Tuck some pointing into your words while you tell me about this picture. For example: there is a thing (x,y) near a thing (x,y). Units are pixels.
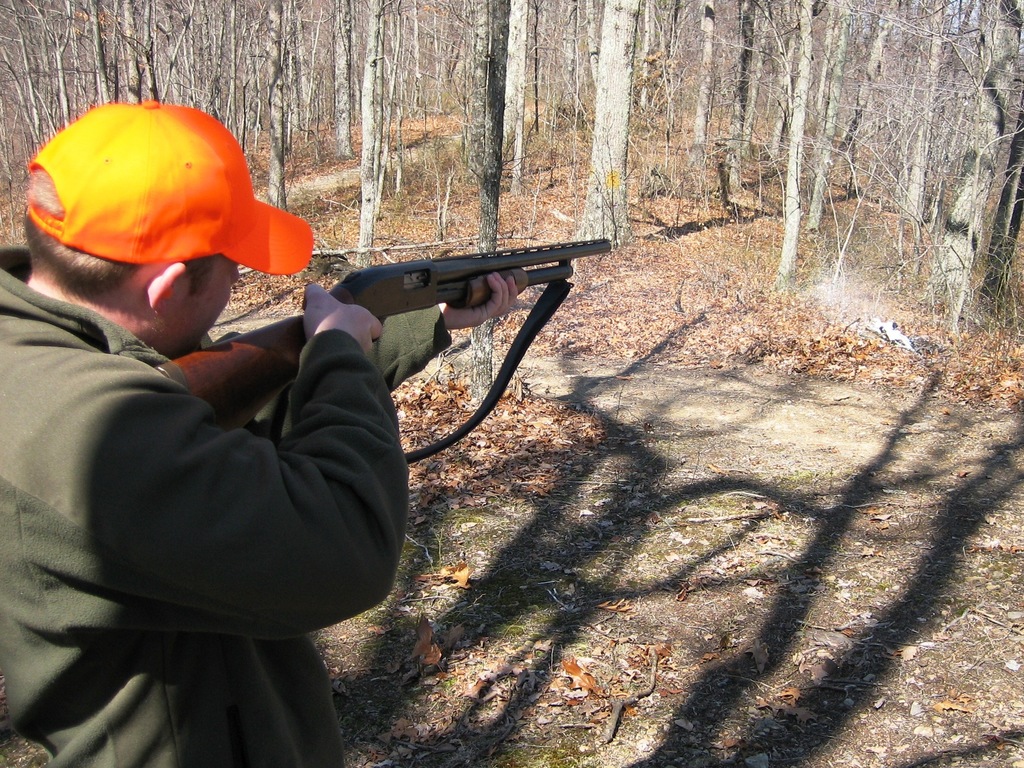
In this image there is a person (81,282) holding a gun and shooting in front of him there are so many trees (997,14).
